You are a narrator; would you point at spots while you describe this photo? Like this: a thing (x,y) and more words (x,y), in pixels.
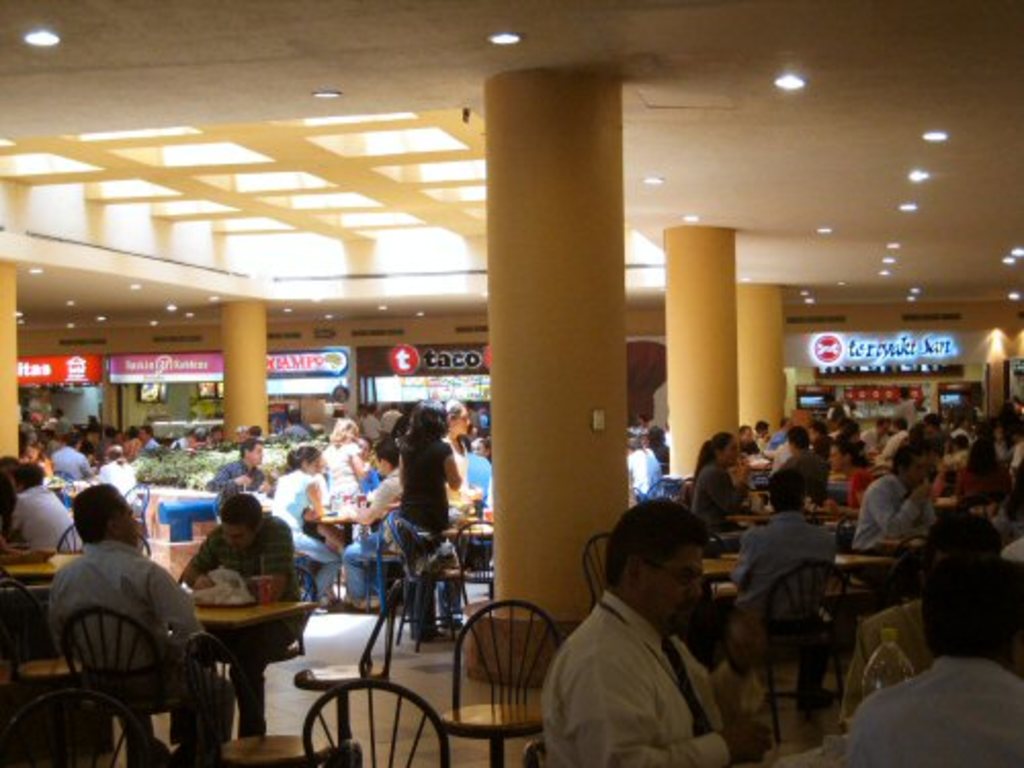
In this image we can see many persons (744,494) are sitting on the chairs (678,487) around the tables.
